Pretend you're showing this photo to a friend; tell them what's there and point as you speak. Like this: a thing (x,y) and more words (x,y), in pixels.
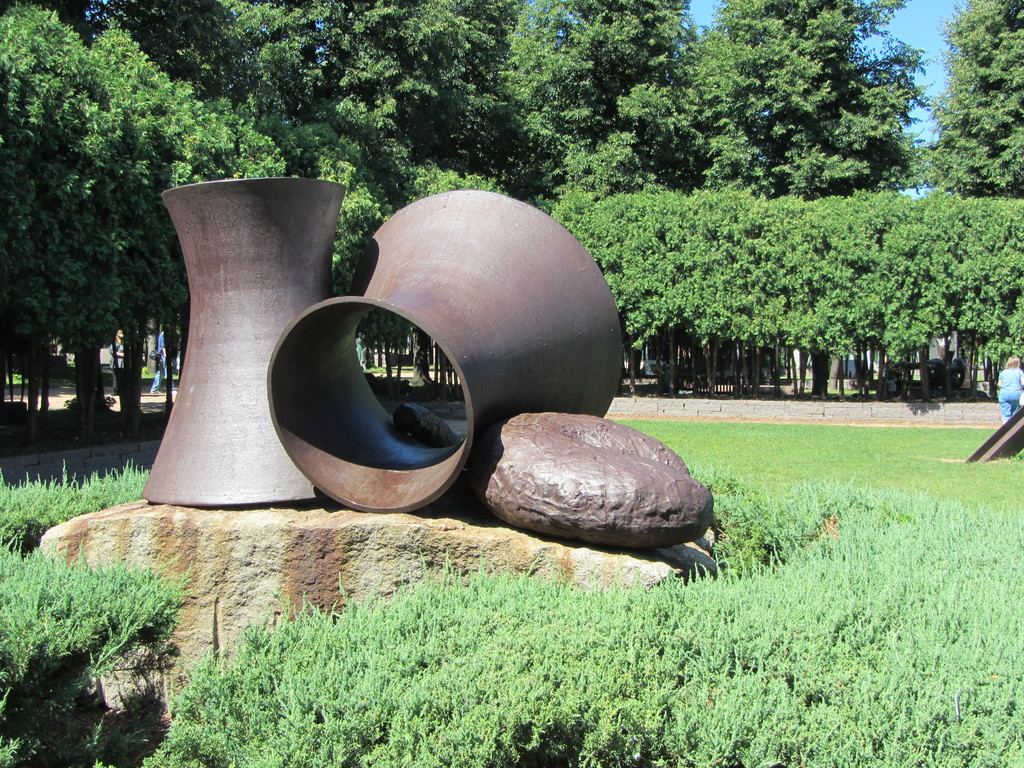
In this image I can see few trees (882,140), sky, few people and green color grass (689,452). I can see few objects (577,408) in brown color.
